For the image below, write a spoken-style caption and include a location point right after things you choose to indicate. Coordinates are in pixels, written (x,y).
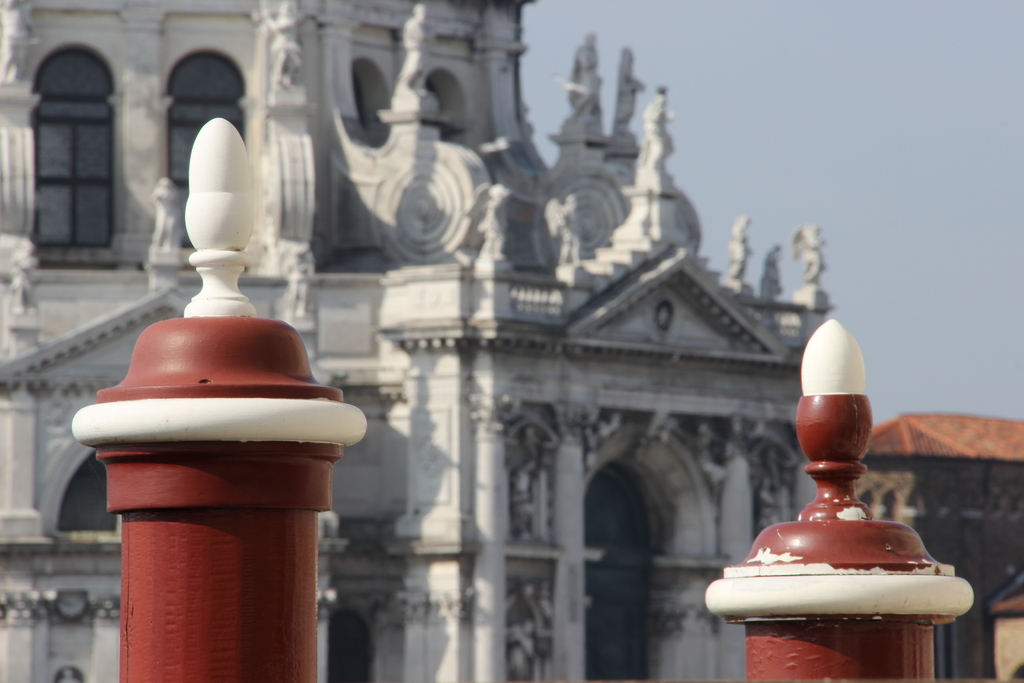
In the image there are two poles (324,494) and there are white knobs (806,382) fixed on those poles (837,406), in the background (516,414) there is a beautiful architecture (564,375).
